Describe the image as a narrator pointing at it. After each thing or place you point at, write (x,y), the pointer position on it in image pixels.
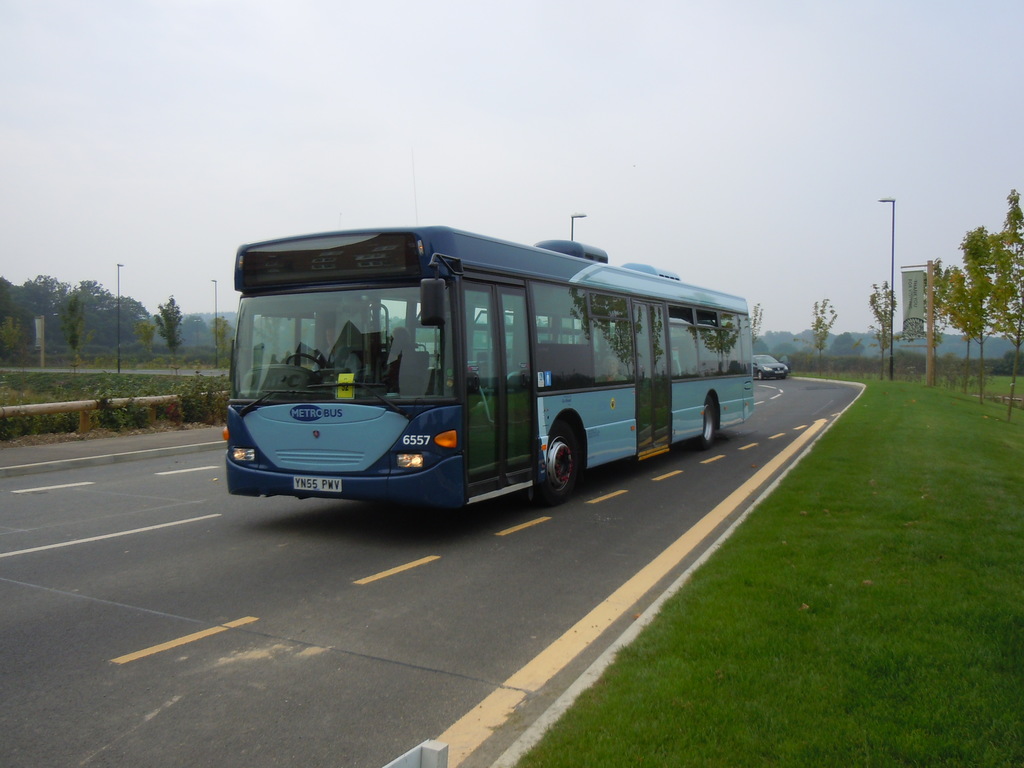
In this picture we can see a bus (555,340) and a car (785,371) on the road (504,552), and few people (400,356) are seated in the bus (458,340), in the background (906,421) we can see grass (891,453), poles (893,310), trees (958,321) and hoardings (918,279).
